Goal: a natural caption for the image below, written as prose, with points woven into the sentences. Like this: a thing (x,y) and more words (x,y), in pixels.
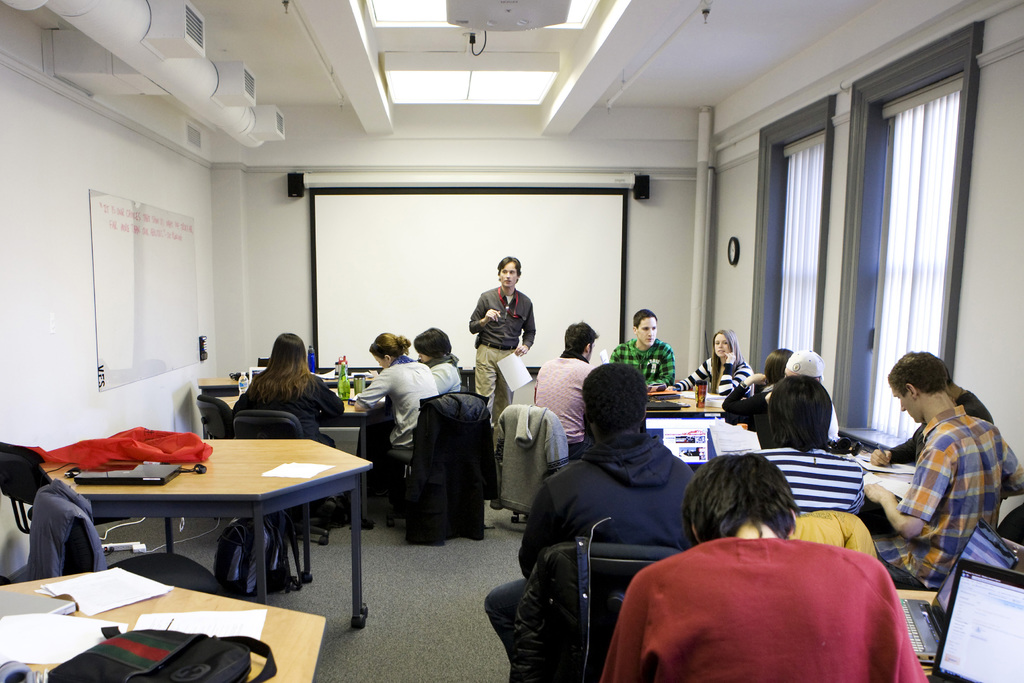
This is an image clicked inside the room (417,122). In this I can see some tables (251,506) and chairs (211,589) around it. There are some people (573,479) sitting on the chairs (625,580) and doing some paper work (889,480). In the background (424,274) I can see a screen (453,294), in front of this screen (453,294) there is a person (505,331) standing and holding a paper (515,371) in his hand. On the tables (278,627) there are some papers (117,623), bags (181,648) are there. On the right side (865,222) I can see two windows (897,212) and having white color curtains (922,180).
